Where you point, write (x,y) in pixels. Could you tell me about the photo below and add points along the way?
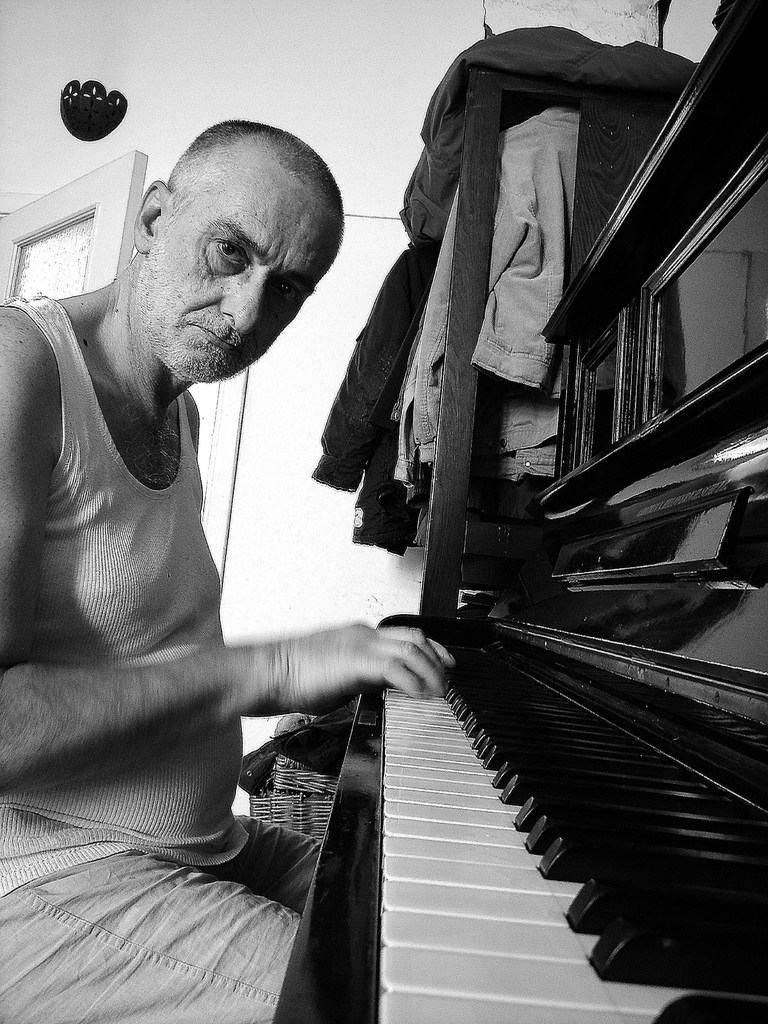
A man (161,616) with white dress (127,591) is sitting and he is playing piano (478,729). In front of him there is a piano (481,655). On the top right (532,128) there are clothes (551,222). To the top left (87,190) there is a door (84,240).
